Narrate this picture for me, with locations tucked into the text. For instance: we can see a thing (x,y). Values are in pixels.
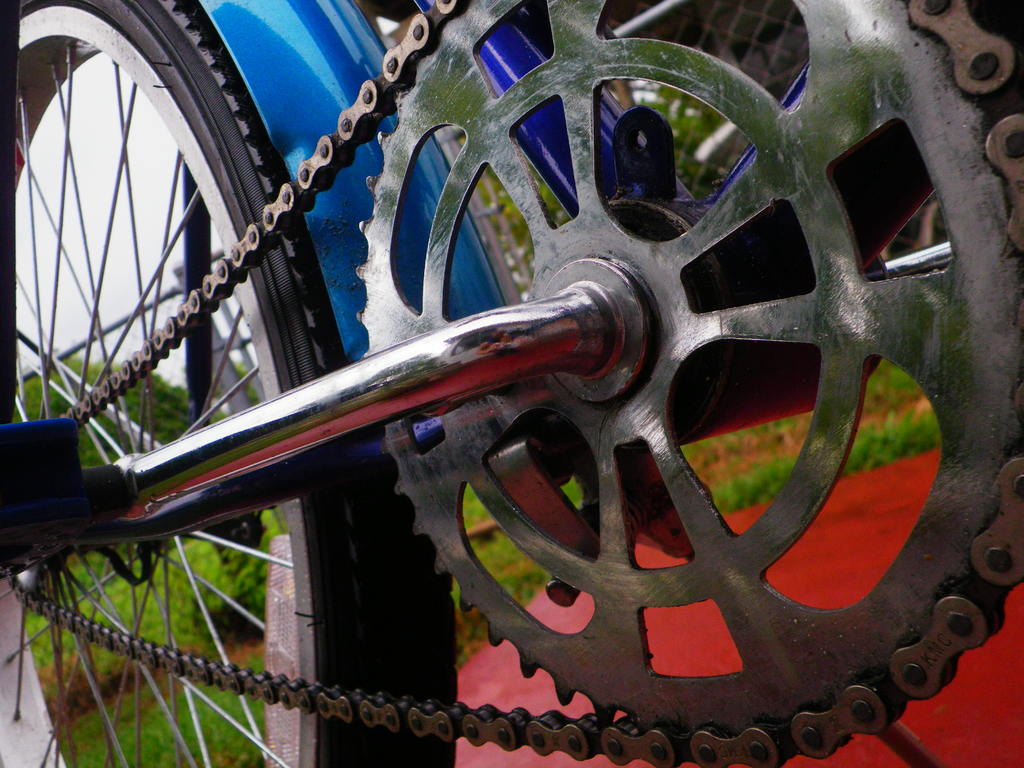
In the center of the image (513,304) we can see cycle (385,709). In the background (128,620) we can see trees (147,401), plants (187,586), grass (150,697) and sky (84,192).
